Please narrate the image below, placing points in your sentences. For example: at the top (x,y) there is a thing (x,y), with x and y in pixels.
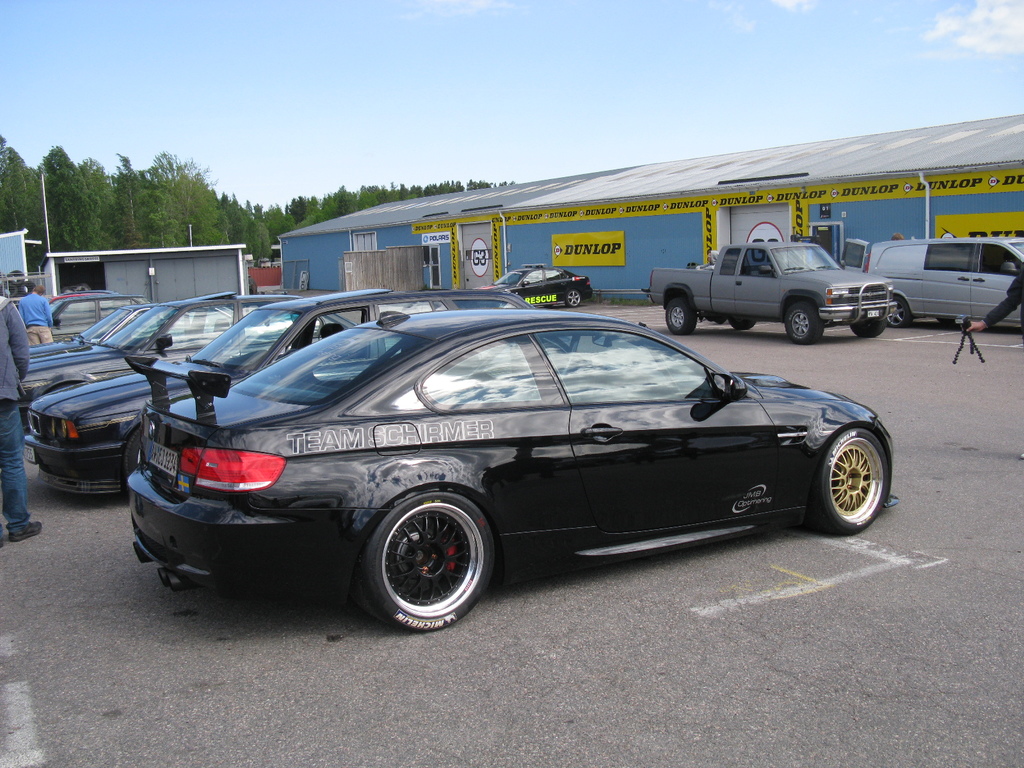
In the image there are vehicles (155,564) in the parking area (199,600). And there are few people (13,328) in the image. Behind them there are sheds (961,157) with walls (923,206), roofs (961,157) and posters (906,195) with images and text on it. Behind them there are trees (246,207). At the top of the image (953,20) there is sky (677,39).
